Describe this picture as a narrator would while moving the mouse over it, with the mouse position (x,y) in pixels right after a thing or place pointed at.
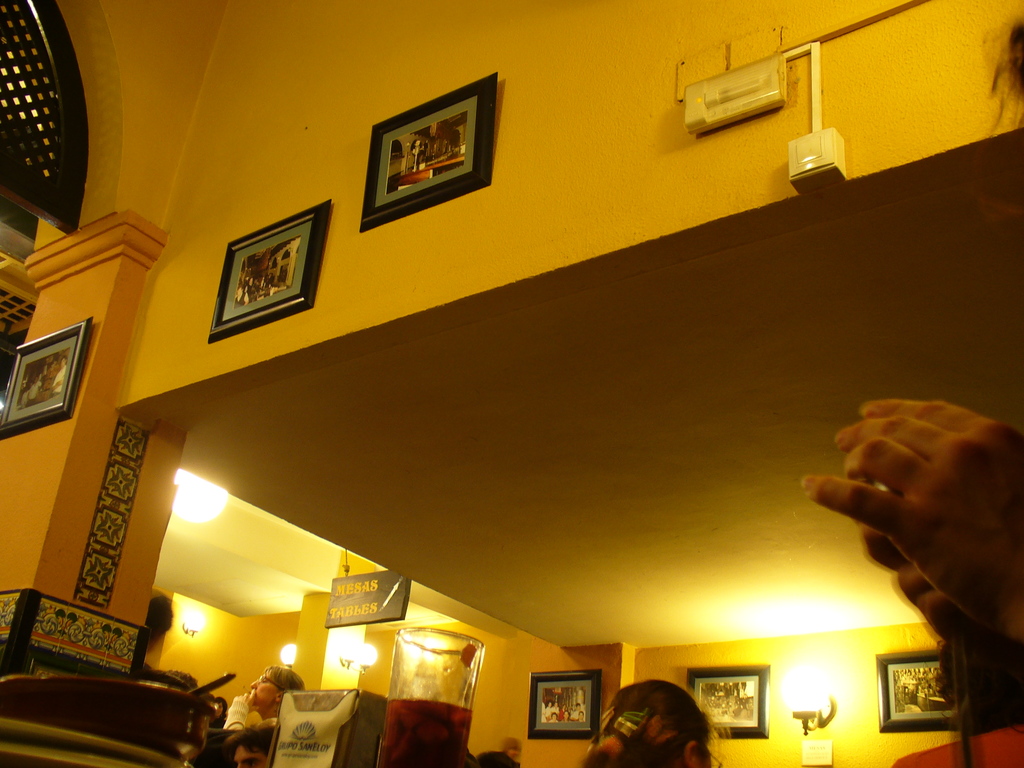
This image is taken from inside. In this image there are a few people (243,732) and a few other objects (398,691), there are a few photo frames (691,689) and lamps (802,677) are hanging on the wall (789,710). At the top of the image (396,199) there are a few frames (266,232) and socket (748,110) are hanging on the wall (220,33) and on the left side of the image (63,119) there is a wooden arch (54,159).
